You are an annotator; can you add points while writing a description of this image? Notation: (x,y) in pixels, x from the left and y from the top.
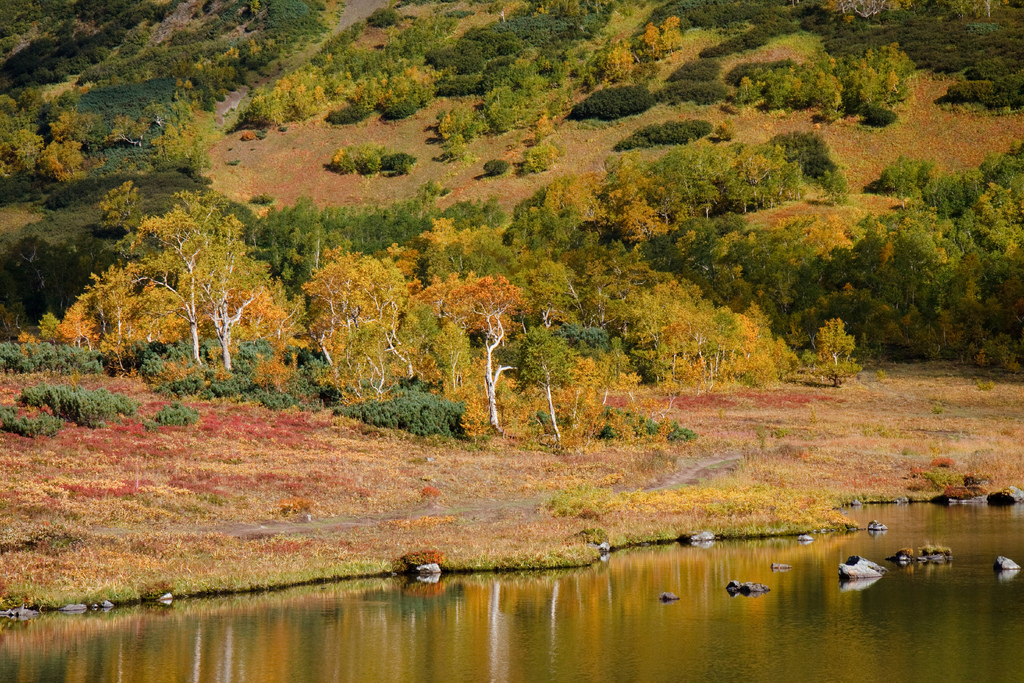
In this image there is water (676,617) at the bottom (676,617). In the water (836,566) there are stones (811,538). At the top (371,207) there are so many trees (449,239) on the hill (519,198). Beside the water (353,604) there is a ground (435,534) on which there is small grass (755,489).
